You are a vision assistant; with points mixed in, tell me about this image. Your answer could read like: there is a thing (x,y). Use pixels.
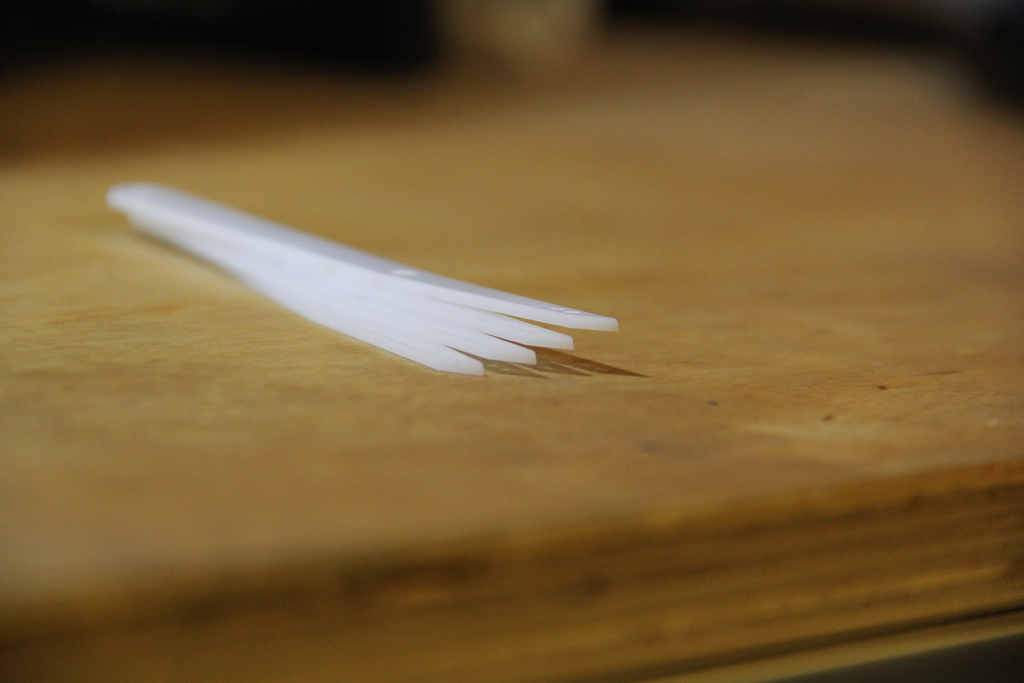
In this image I can see some object (462,321) on the wooden table (442,464).
